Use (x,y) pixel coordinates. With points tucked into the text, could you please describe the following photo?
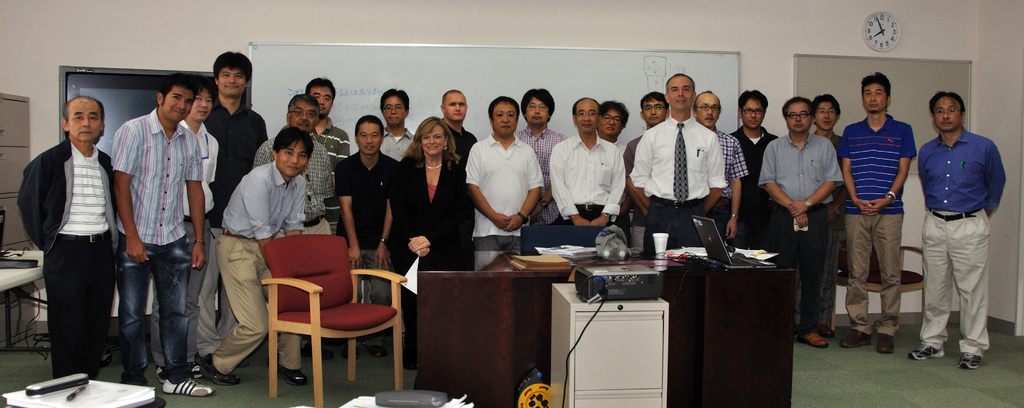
In the center of the image (502,214) there are many people (594,214) standing. There is a table (431,311) before them. There is a laptop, a cup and some books (531,268) placed on a table (519,294). In the background (876,62) there is a board (890,68). There is a clock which is attached to the wall (758,31). There is a chair (401,346). There is a projector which is placed on a table (644,304). We can also see papers (74,402) and a pen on the papers (90,402).
